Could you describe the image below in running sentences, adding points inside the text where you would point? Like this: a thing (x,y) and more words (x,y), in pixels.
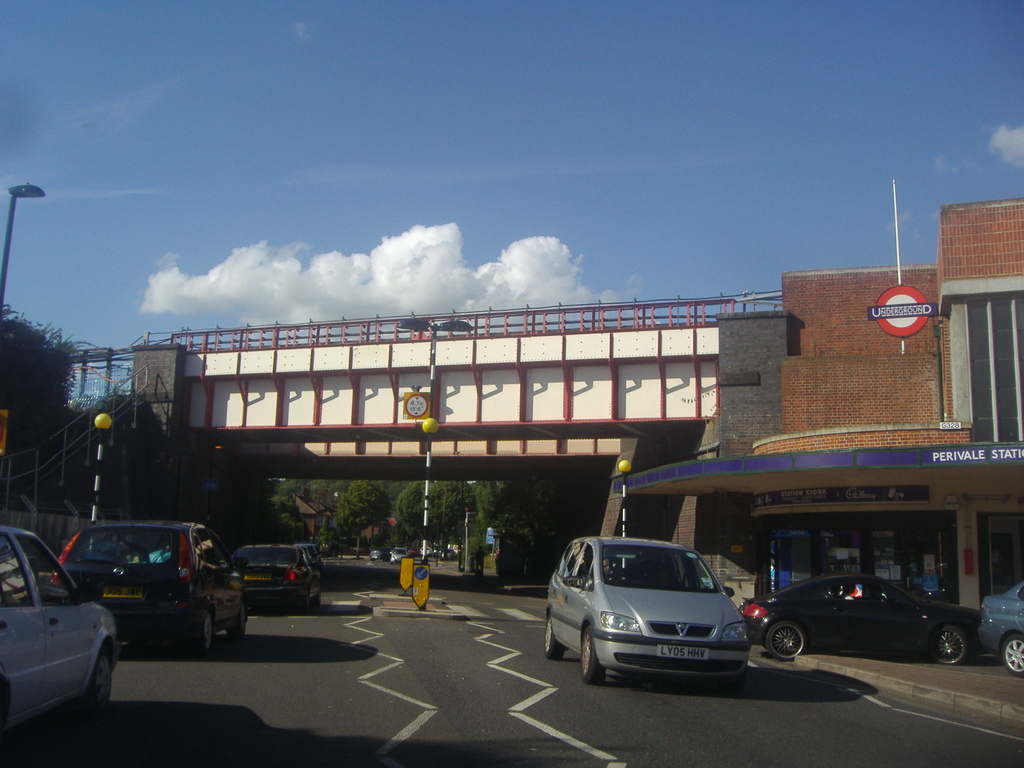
As we can see in the image there are buildings (874,419), different colors of cars (728,590), street lamps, poles (101,448) and trees (352,516). There is a bridge (382,386). At the top (423,159) there is sky (375,80) and there are clouds (335,282).
